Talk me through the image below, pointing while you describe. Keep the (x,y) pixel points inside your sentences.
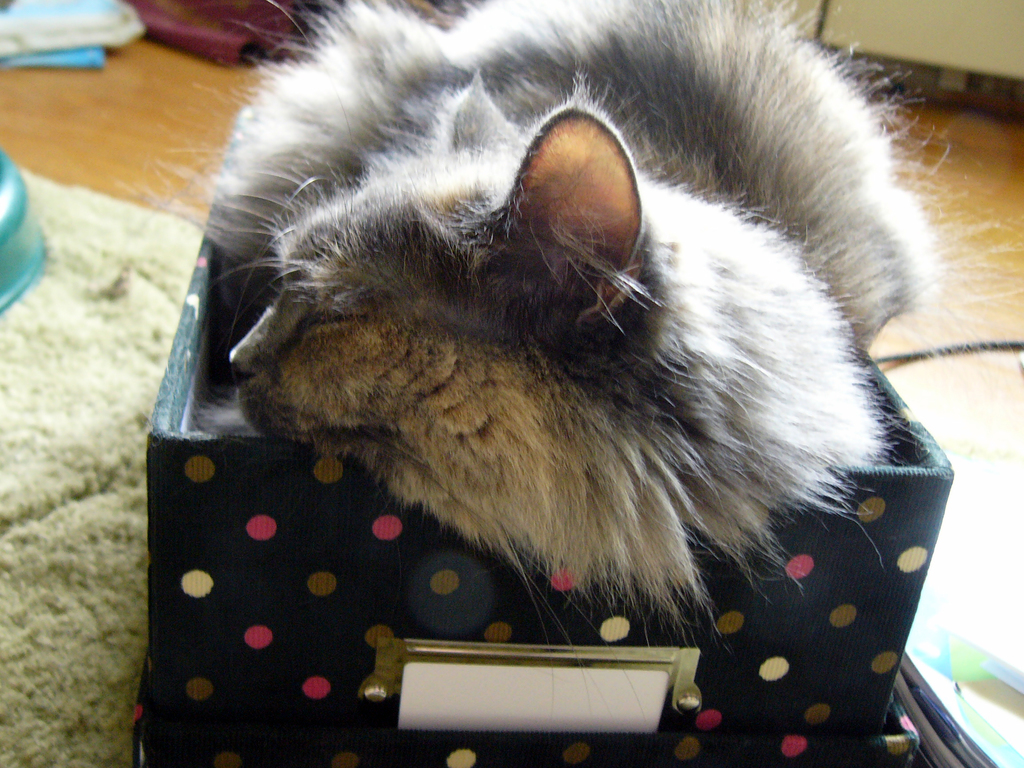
In this image I can see the cat (736,39) in the cardboard box (285,524) and the cat (685,281) is in white and gray color. In the background (35,59) I can see few objects (127,42).
